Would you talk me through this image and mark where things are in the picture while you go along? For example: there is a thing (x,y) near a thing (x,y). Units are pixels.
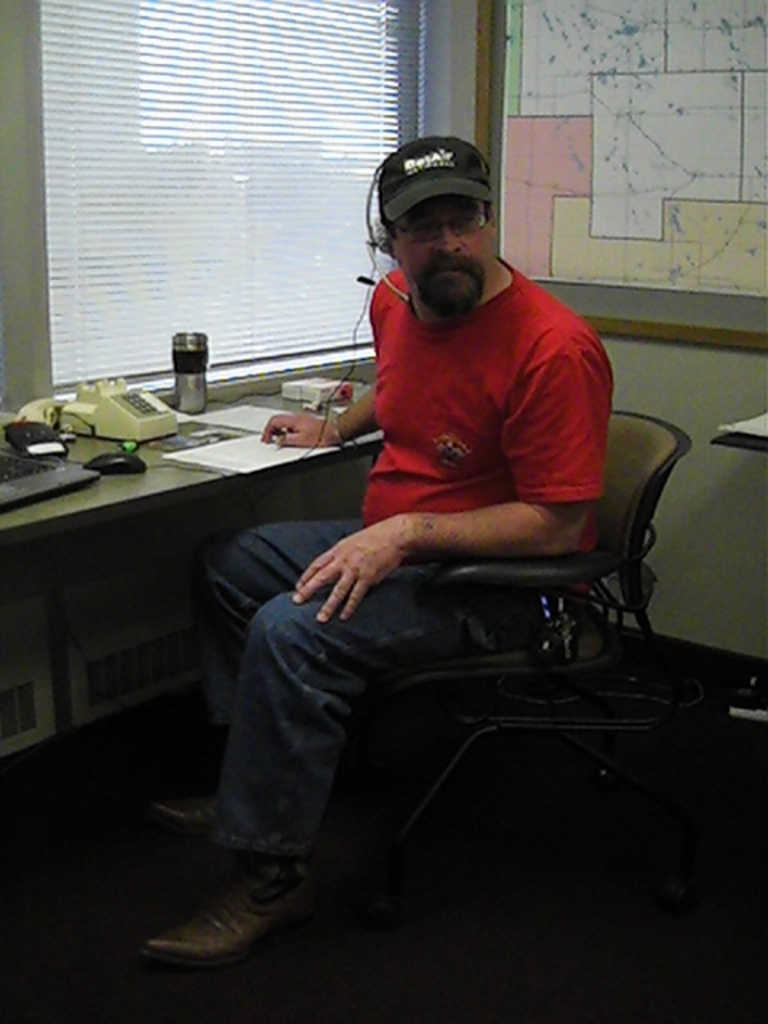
In this image there is a person (604,391) wearing red shirt (500,426) and jeans (318,698), shoes (242,899), cap (416,207), headphones (388,248) sitting on a chair (582,643). There is a table (125,494) on which mouse (125,472), telephone (108,422), laptop (46,467), bottle (192,398), papers (233,457) are on it. In front of him there is a window (214,94).
